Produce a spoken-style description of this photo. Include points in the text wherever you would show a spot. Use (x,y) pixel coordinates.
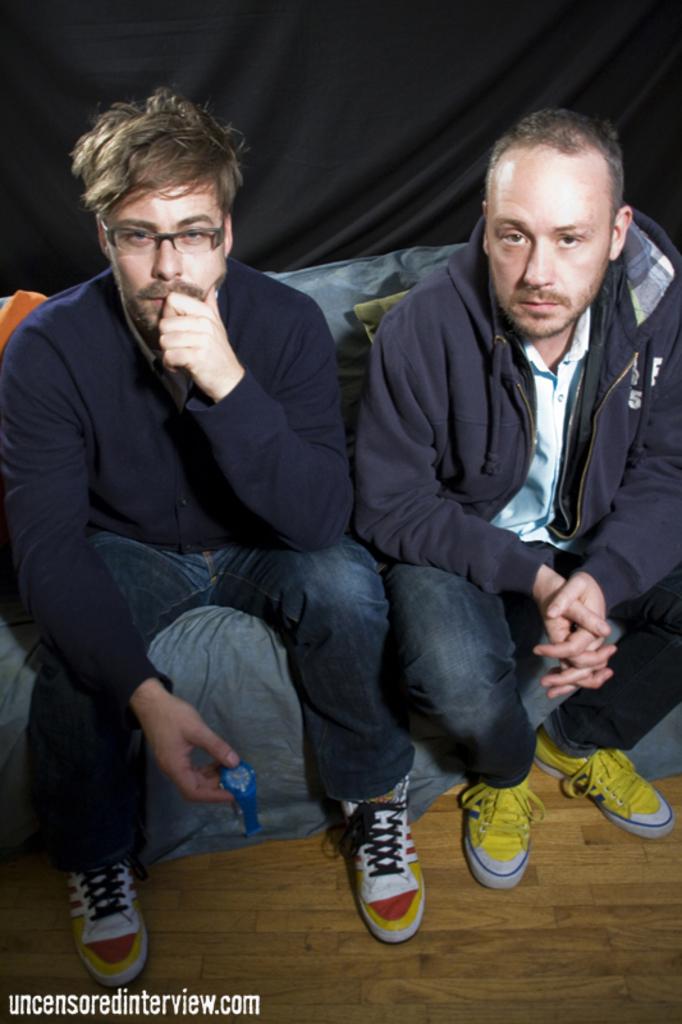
In the foreground of this image (478,588), there are two men (357,679) sitting on a couch (240,721) wearing jackets (401,472). On the bottom (520,1006), there is the wooden floor (421,998). In the background (381,201), there is a black curtain (399,107).
